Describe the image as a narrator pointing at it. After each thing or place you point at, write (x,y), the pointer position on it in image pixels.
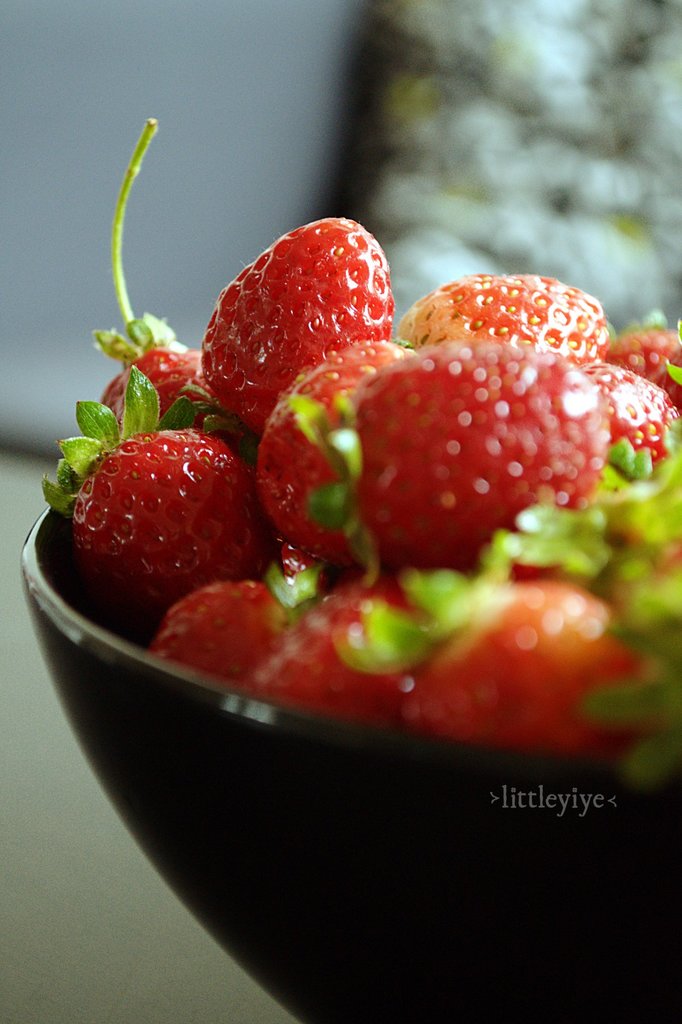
In this picture, we can see a table (95,951), on that table (143,948) there is a bowl (507,985), in the bowl (546,985) there are some strawberries (309,438) in it. In the background (276,62), we can see white color.
